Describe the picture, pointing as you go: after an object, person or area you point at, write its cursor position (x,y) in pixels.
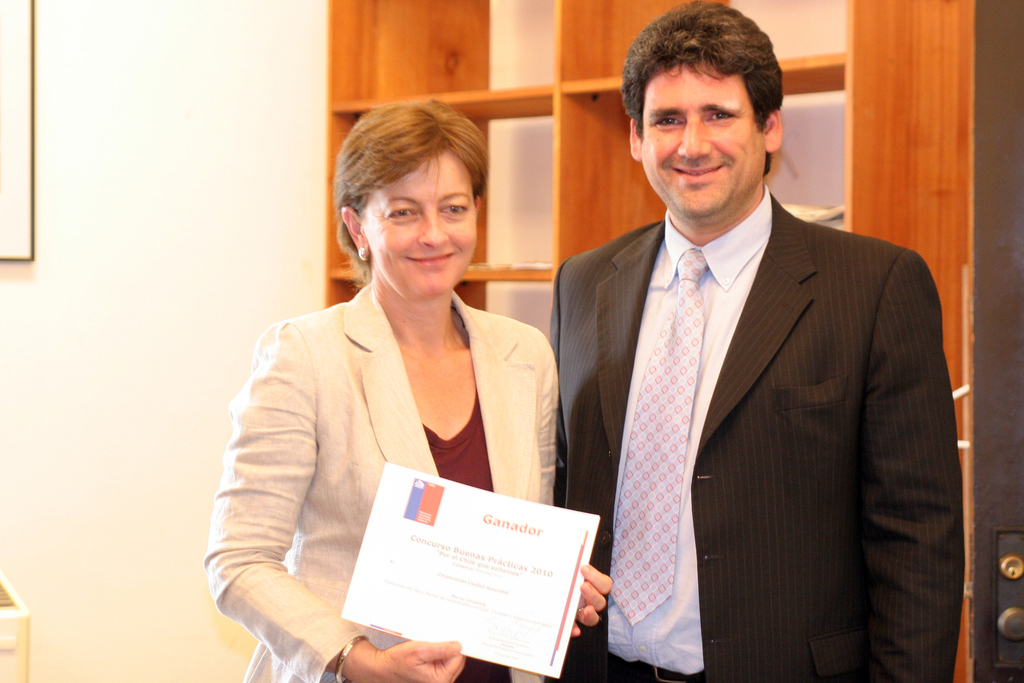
In the center of the image (479,325) we can see a man (583,680) and woman (322,620) holding paper (519,607) and standing on the ground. In the background (70,111) we can see shelves (376,63) and wall (120,290).
